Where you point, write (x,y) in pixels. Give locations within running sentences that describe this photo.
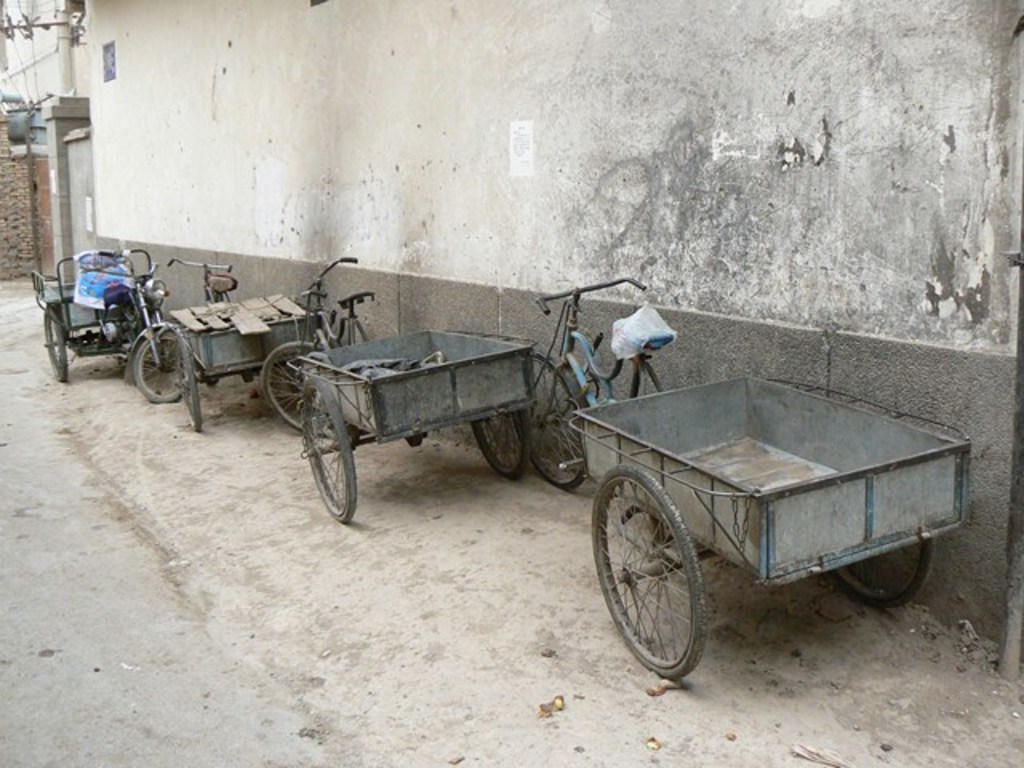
In this picture we can see carts (48,305) on the road (93,617), wooden planks (263,303), walls (327,154) and some objects (30,19).
